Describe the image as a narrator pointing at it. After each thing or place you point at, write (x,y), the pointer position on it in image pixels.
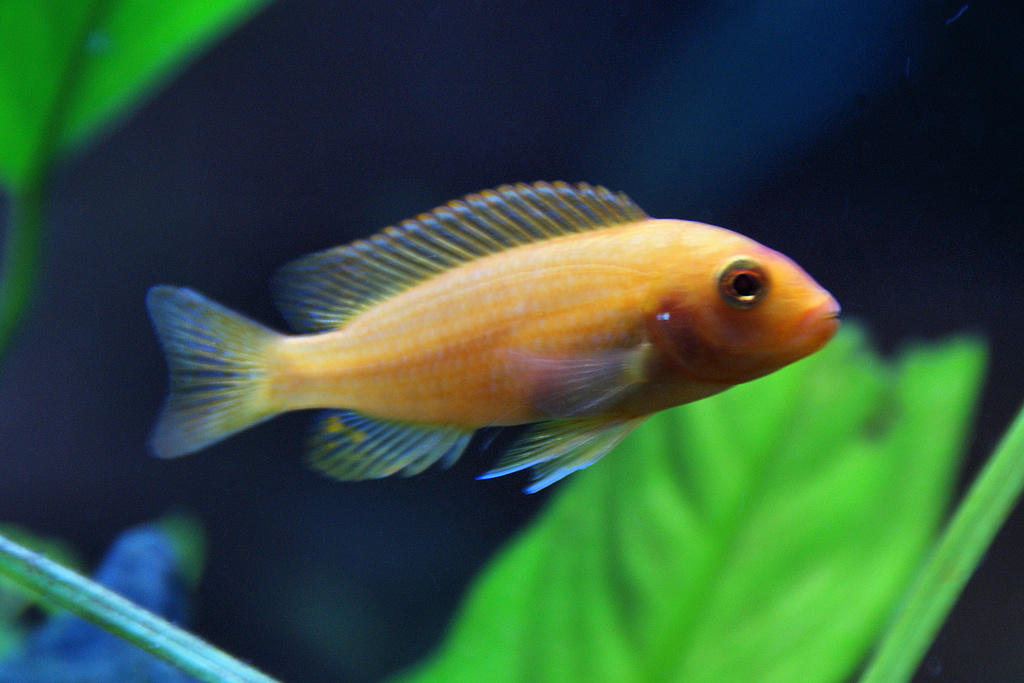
In this image we can see a fish (475,327) in the water (311,416).
